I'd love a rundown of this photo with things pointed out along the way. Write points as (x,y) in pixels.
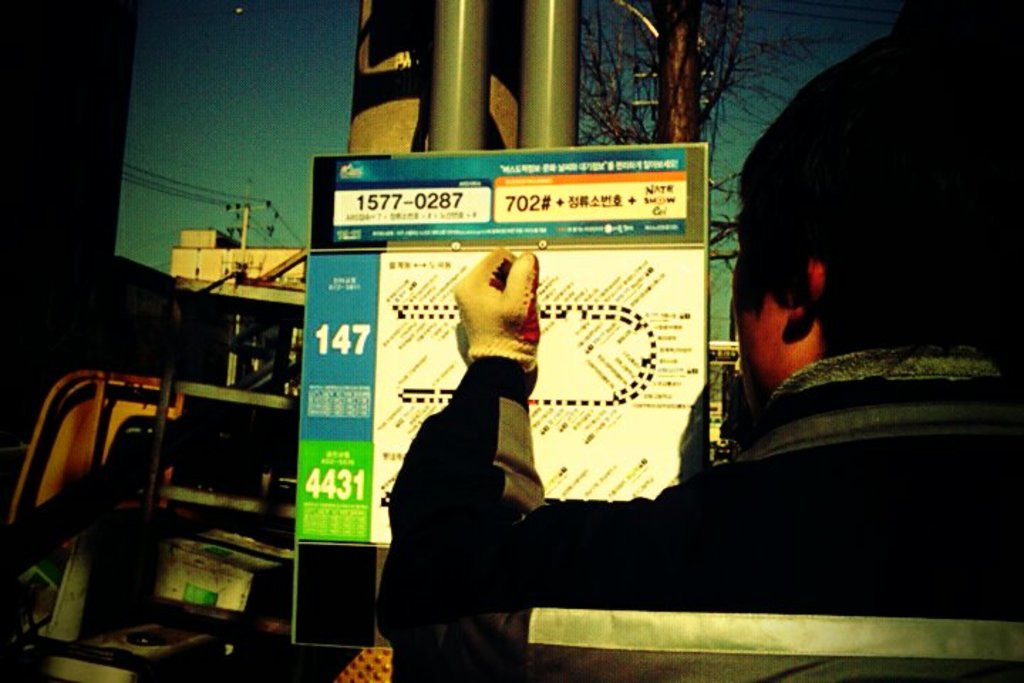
In the foreground of the picture (774,529) there is a person (488,392) looking at a map (652,331). In the center of the picture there are poles (478,64), cables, trees (678,104), vehicles (130,409) and other objects (707,223). In the background (255,254) we can see cables (238,211), pole (243,225), buildings (228,242) and sky (804,64).
